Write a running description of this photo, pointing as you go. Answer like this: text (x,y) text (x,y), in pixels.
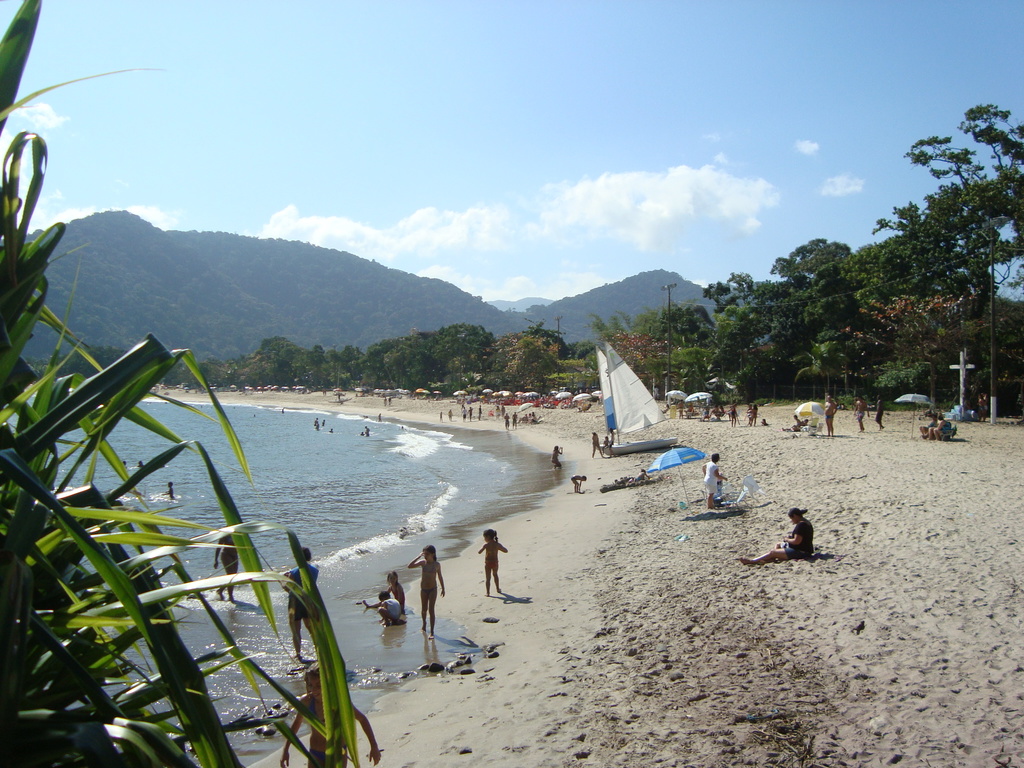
In this image, there are groups of people (792,545), boats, umbrellas (681,398) and trees (803,352) on the seashore (719,688). There are few people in the water (261,444). In the background (68,243), I can see the hills (616,291) and the sky (475,54).
